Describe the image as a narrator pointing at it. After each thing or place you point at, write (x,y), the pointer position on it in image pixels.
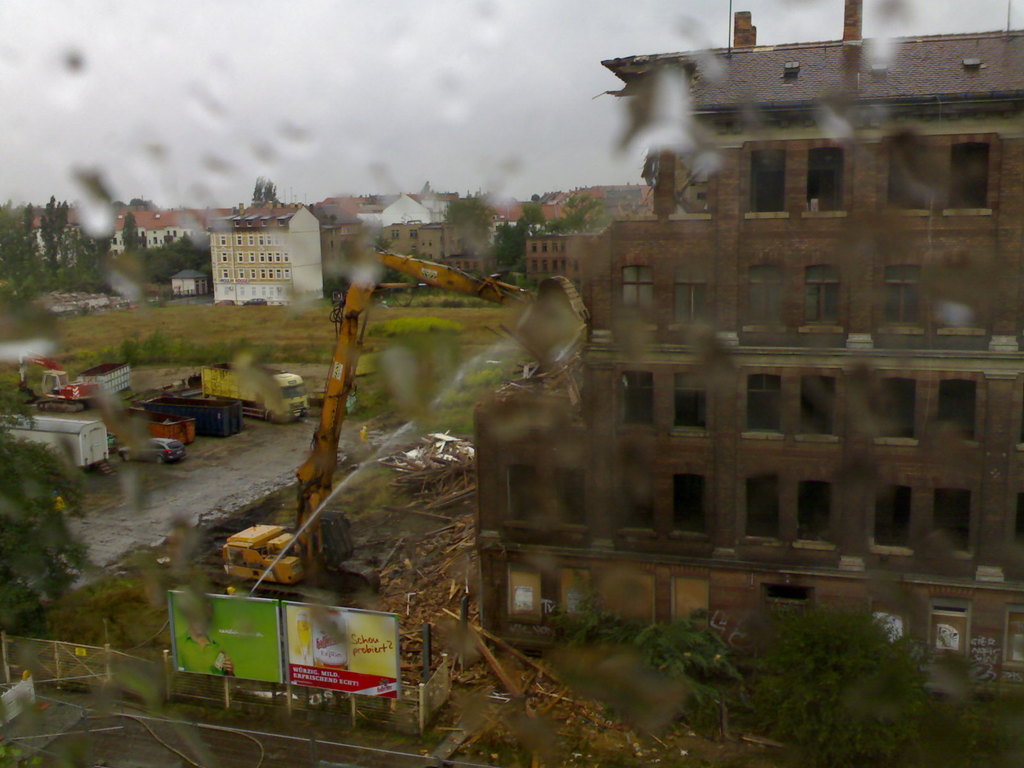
In the image we can see a glass (219,190). Through the glass (120,684) we can see some vehicles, buildings (169,229), trees (112,251) and banners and grass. At the top of the image (483,58) there is sky (554,47).
